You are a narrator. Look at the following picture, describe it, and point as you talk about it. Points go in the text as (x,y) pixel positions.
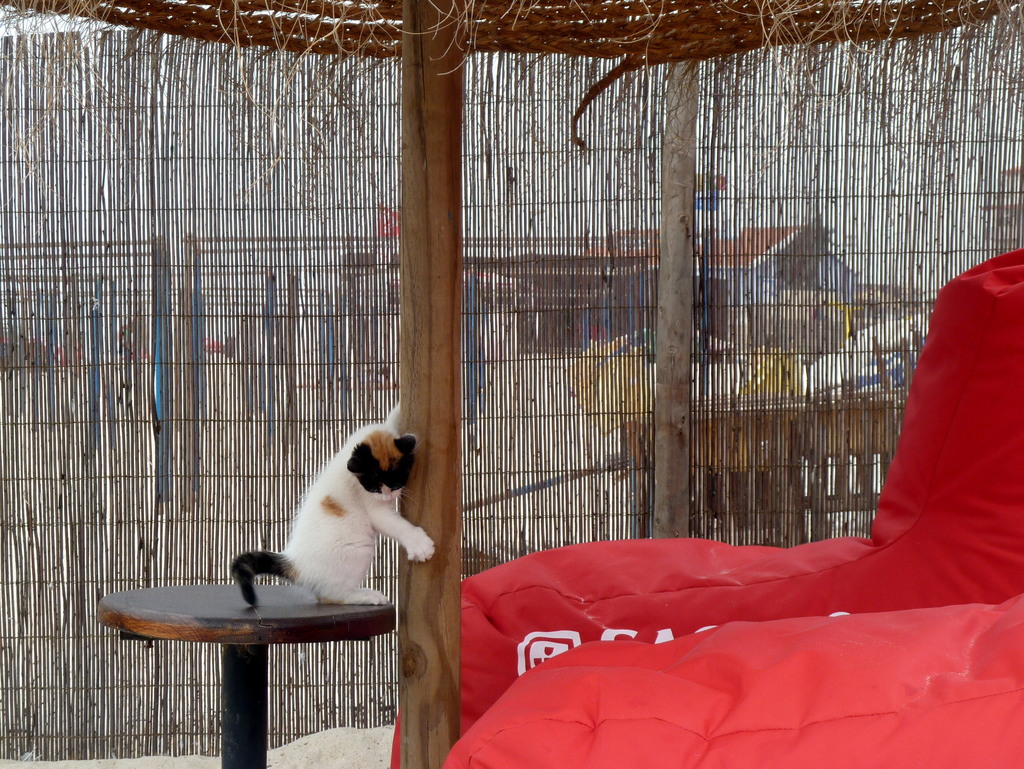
In this image I can see a table (388,616) on the left side (277,615) and on it I can see a white and black colour cat (377,459). On the right side of this image (859,589) I can see few red colour things (717,596) and in the centre (421,399) I can see two wooden poles (440,612). In the background (790,305) I can see number of poles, a building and few other stuffs (749,514).
